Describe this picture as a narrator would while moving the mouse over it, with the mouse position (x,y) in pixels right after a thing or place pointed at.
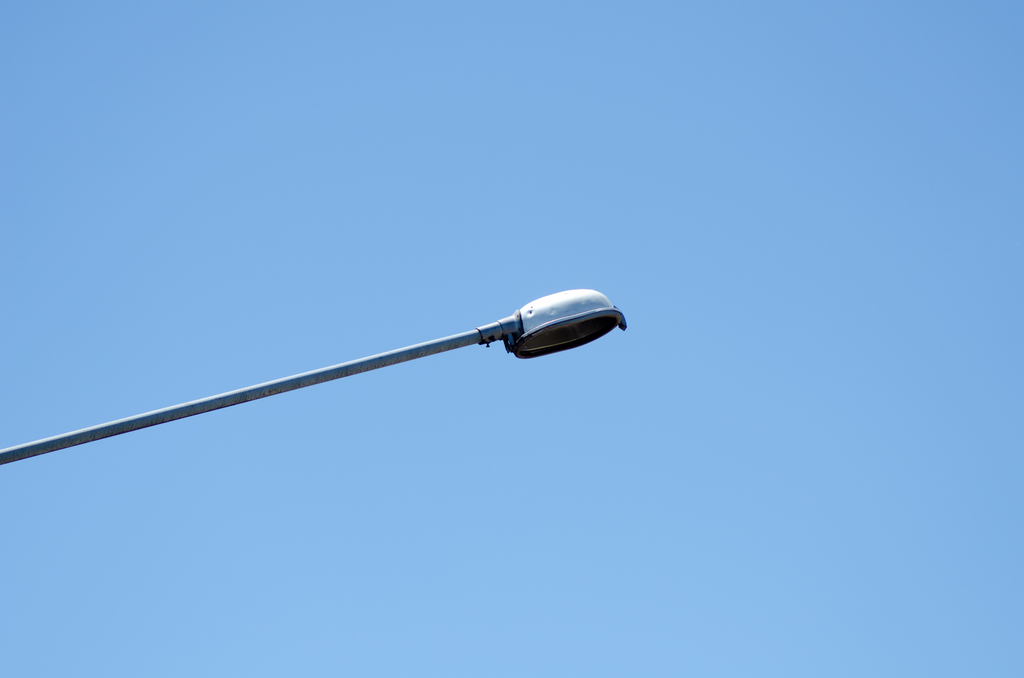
In this image we can see a street light (56,438). Background of the image (57,468) sky (542,426) is there.
